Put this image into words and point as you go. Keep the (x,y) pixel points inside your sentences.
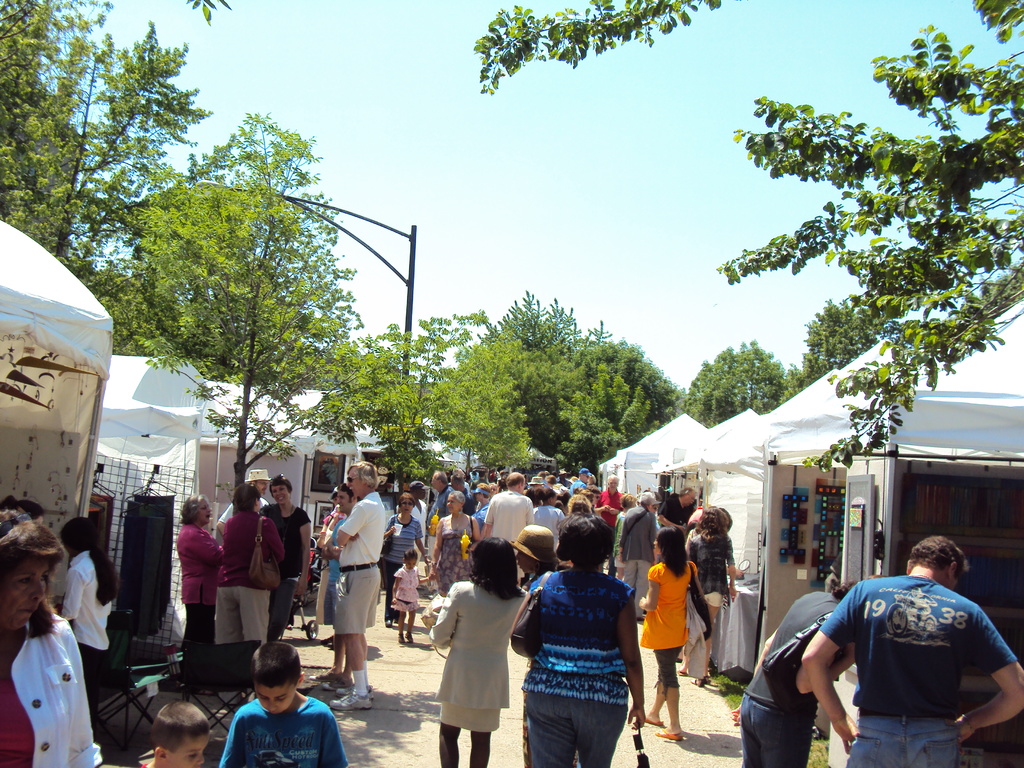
In this image there are few people (446,616) walking on the road (511,745) and few are standing in front of the stalls (795,461). In the background (243,308) there are trees (542,333) and a sky (509,223).
